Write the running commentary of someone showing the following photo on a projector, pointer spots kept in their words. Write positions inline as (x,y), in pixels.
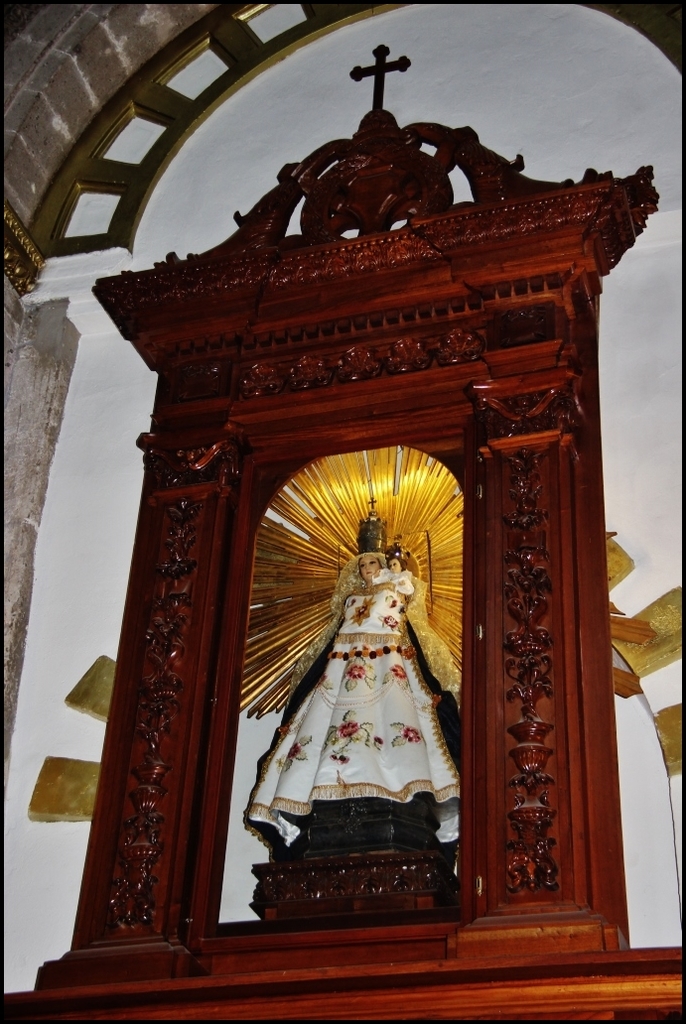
In the picture we can see inside the church (629,420) view and to the wall (169,250) we can see a wooden construction (536,618) with a woman statue (444,766) and on the wooden structure (316,163) we can see a cross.
